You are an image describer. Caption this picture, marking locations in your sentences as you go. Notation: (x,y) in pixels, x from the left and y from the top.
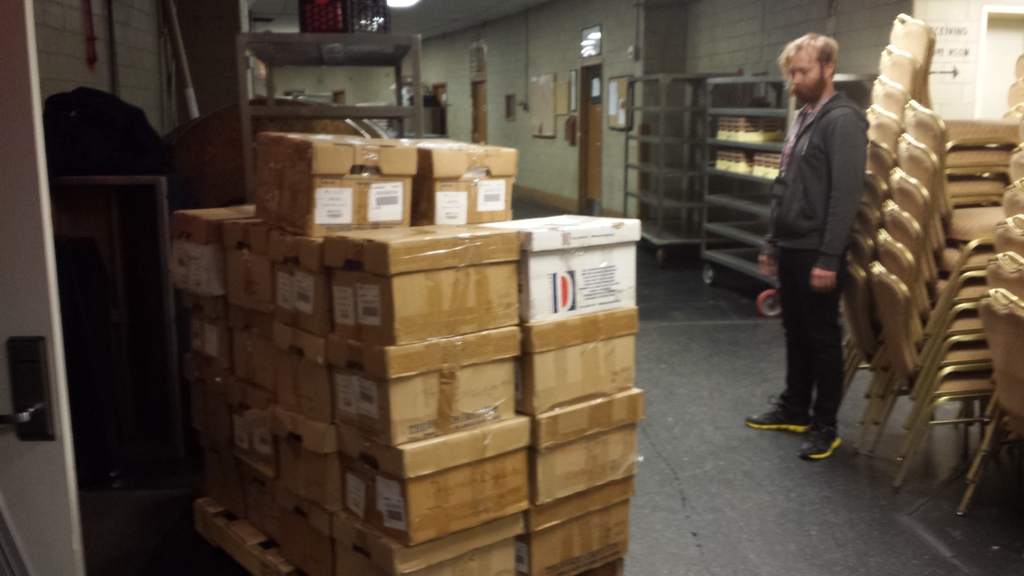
This picture is slightly blurred, where we can see cardboard boxes (408,403) on the left side of the image (262,369), here I can see a person (780,243) standing, I can see chairs (958,311) on the right side of the image (1021,296). In the background (635,128), I can see trolleys (754,217), boards (616,118), doors (586,99) and ceiling lights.
